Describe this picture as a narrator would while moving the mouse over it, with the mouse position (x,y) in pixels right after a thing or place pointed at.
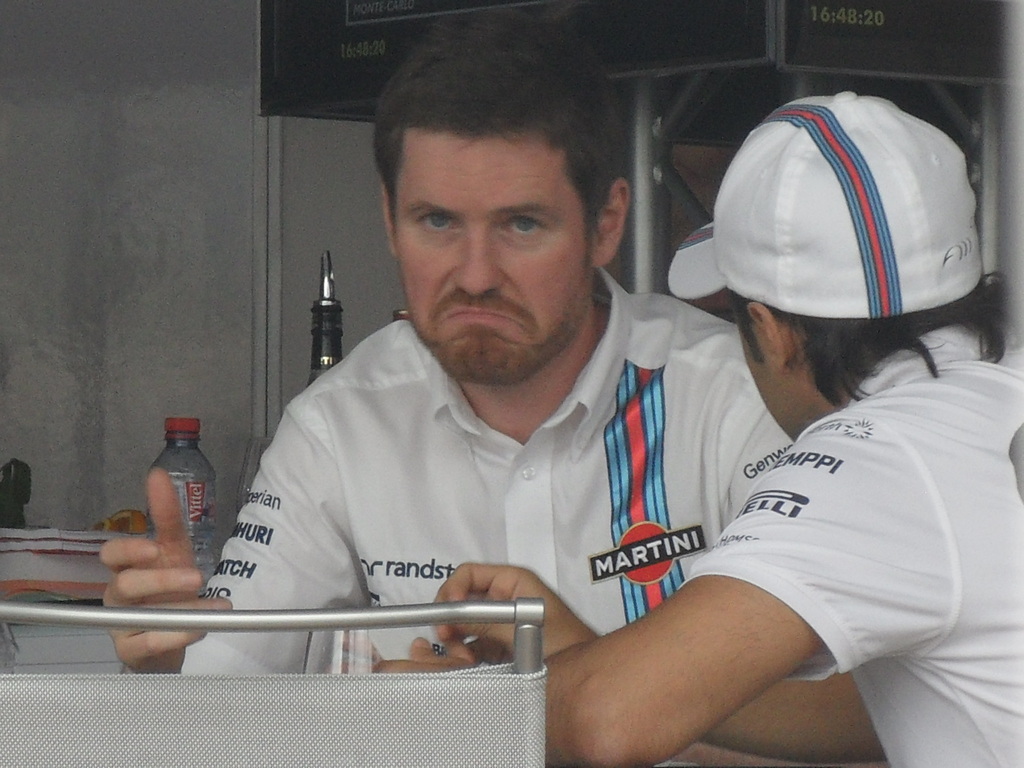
In this image I can see two persons (596,408). Among them one person (815,484) is wearing a cap (726,252). Beside them there is a bottle (199,497) and the books (54,575). At the back (877,67) there is a banner (381,21).
